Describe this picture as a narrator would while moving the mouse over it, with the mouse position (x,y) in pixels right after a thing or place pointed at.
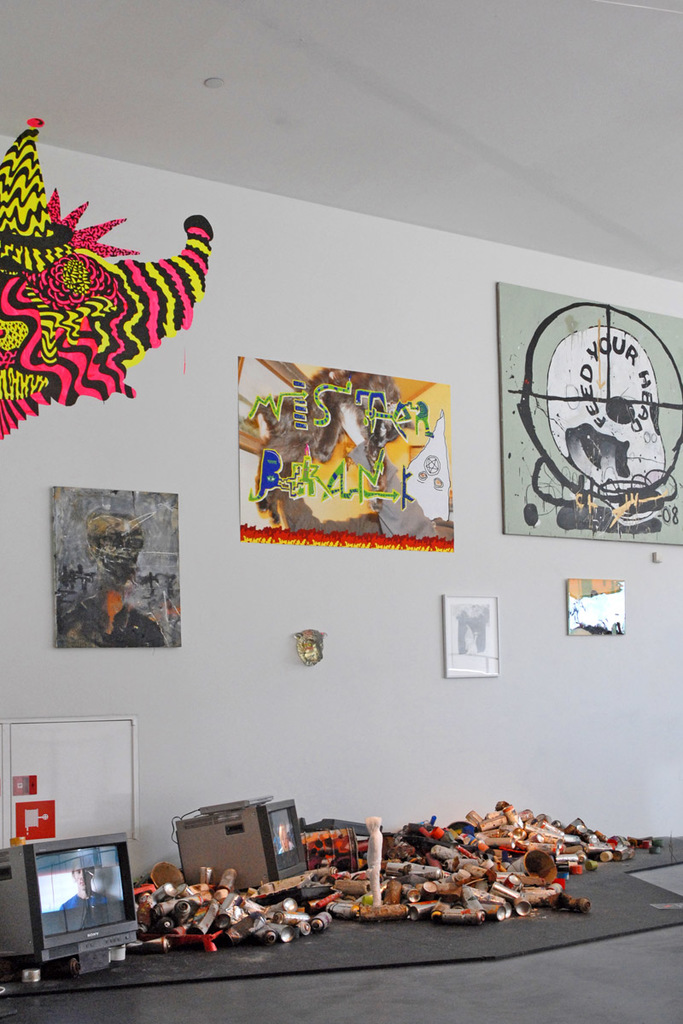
At the bottom of the image (236,938) there are televisions (273,836), tins (212,886) and a statues (382,899) placed on the floor (346,968) and there are photo frames (614,590) and a decor (143,353) placed on the wall (257,570).
